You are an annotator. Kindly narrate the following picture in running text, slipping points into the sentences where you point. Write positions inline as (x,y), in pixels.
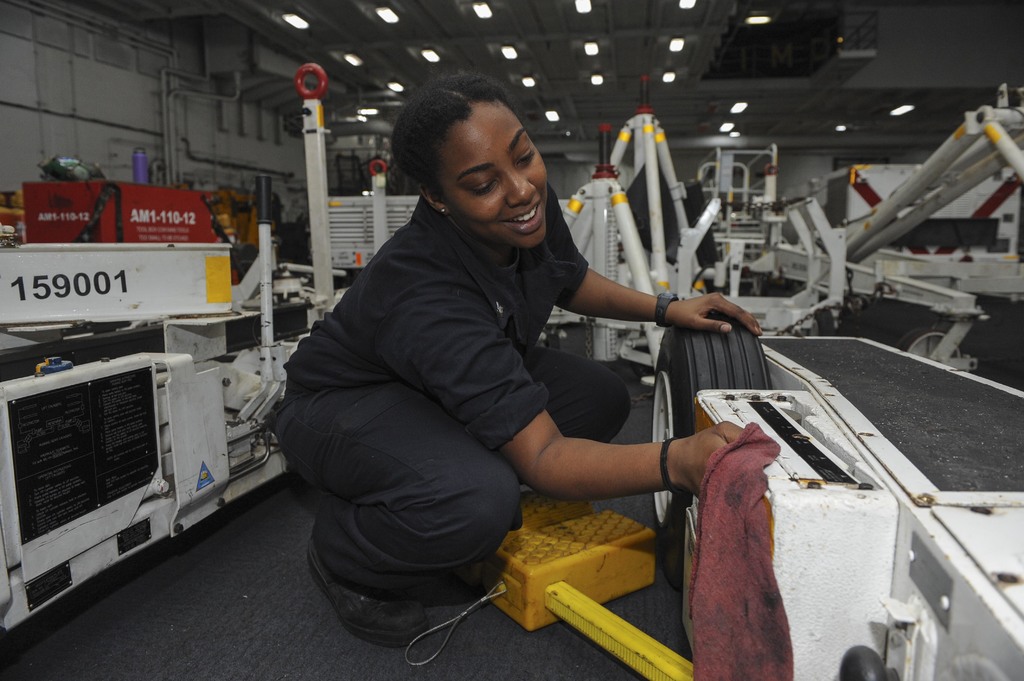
In the center of the image (476,407) we can see a lady (511,378), She is holding a cloth (740,485) and cleaning a vehicle (851,460). In the background (812,203) we can see vehicles (292,321). At the top (592,83) there are lights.
